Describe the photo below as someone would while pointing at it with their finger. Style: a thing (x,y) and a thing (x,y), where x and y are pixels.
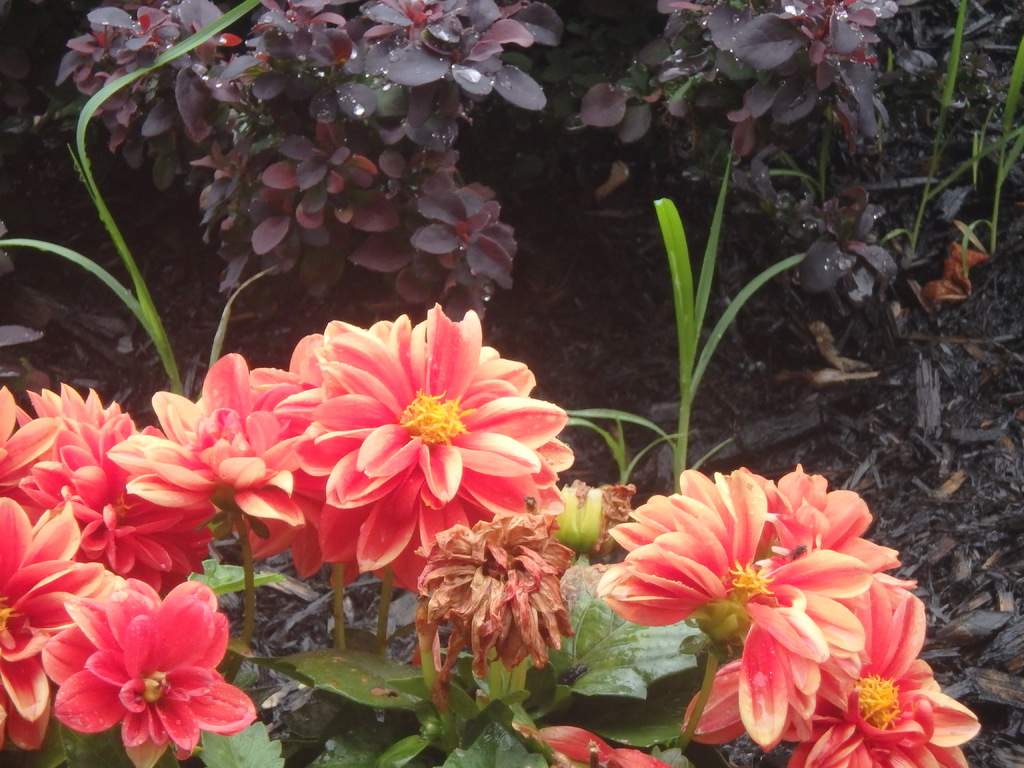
In this image there are few plants (21,528) having flowers (21,528) and leaves (502,690). Background (574,17) there are few plants (426,186) having leaves (774,26). On the land (618,312) there is some grass (5,246).
